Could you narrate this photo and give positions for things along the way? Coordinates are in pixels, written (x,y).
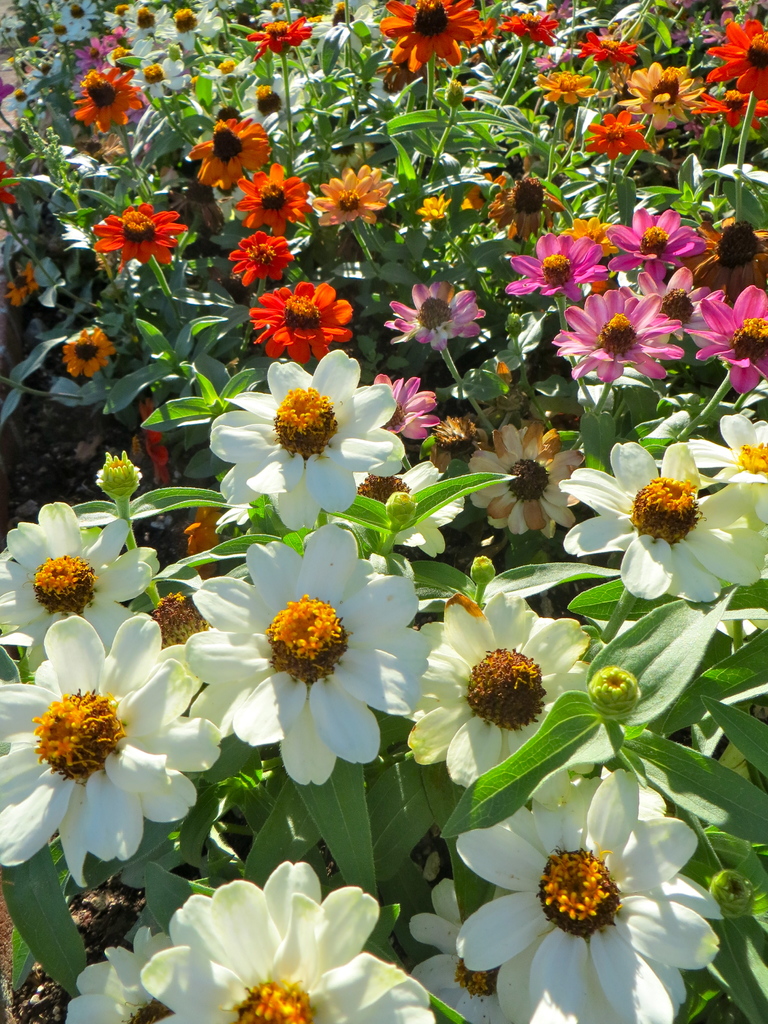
We can see colorful flowers (345,446), buds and plants (99,310).
